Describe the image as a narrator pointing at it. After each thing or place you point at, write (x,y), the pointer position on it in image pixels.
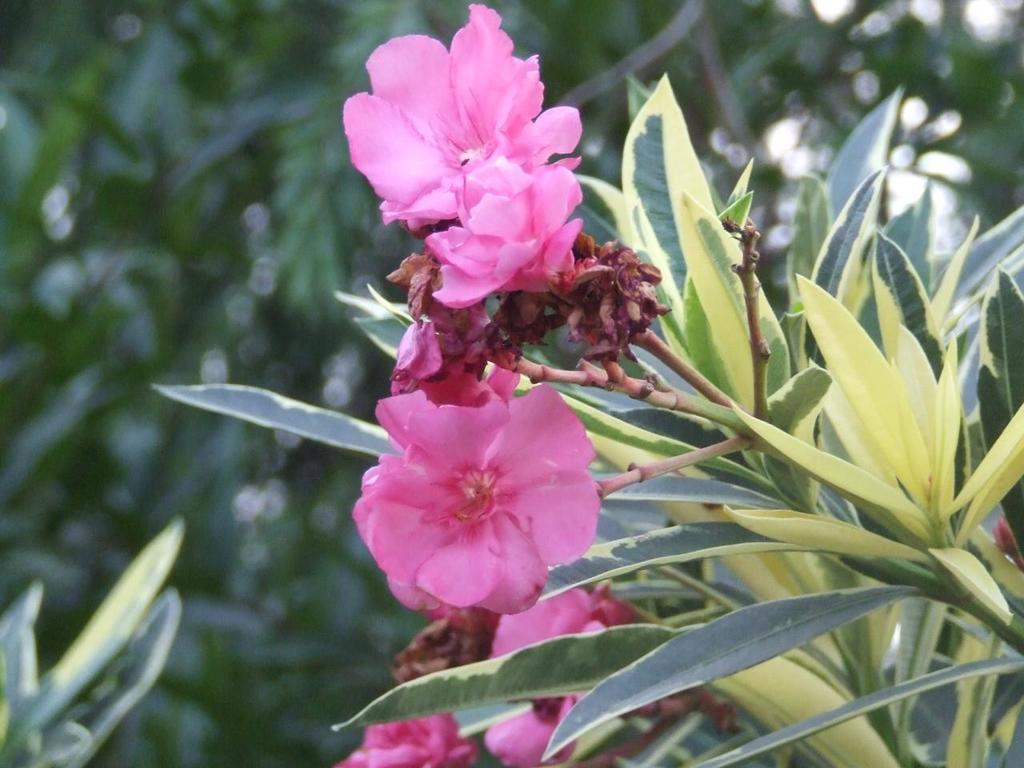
In this image I can see a plant (622,518) which is green in color and to it I can see few flowers (529,451) which are pink in color. In the background (300,197) I can see few trees (289,213) which are green in color.
